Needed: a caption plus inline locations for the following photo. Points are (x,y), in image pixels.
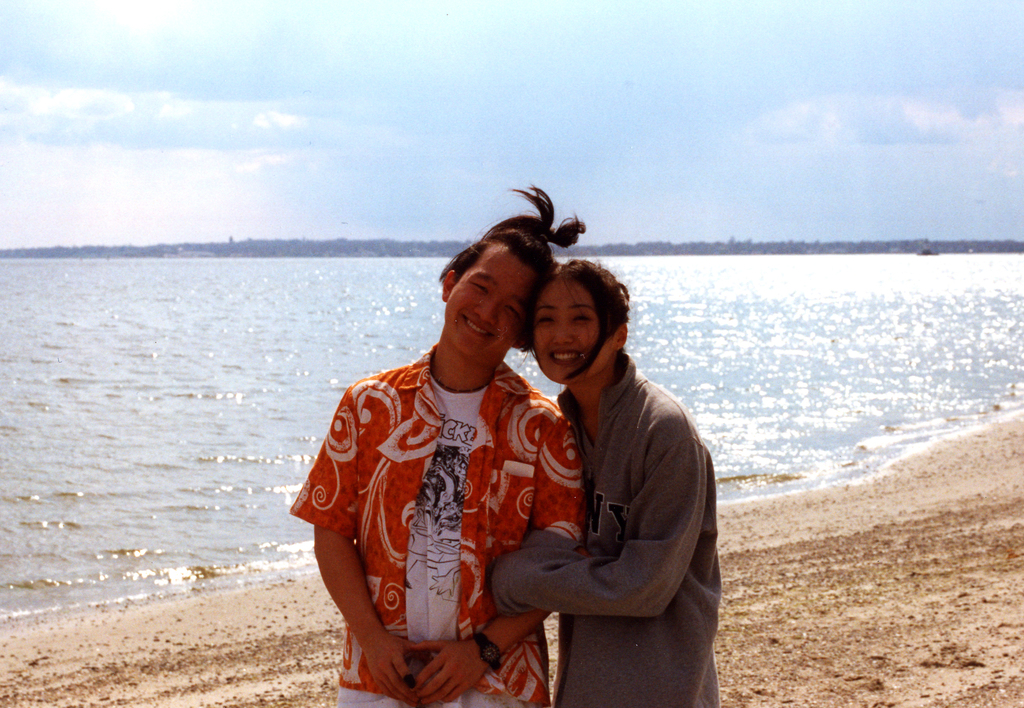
In this image I can see a man (507,420) and a woman (566,370) are standing together and smiling. In the background (349,314) I can see the water (275,306) and the sky (316,93).
